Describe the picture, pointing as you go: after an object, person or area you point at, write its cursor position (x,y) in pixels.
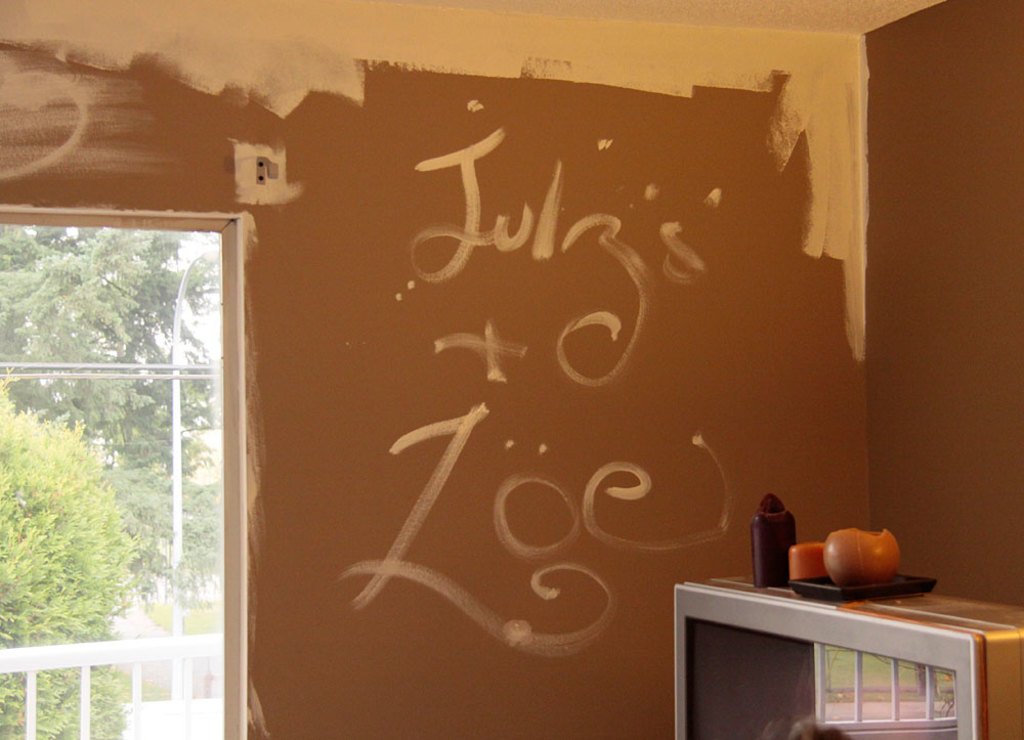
In this image there is an object (821,667) on which there are few more objects (820,565) are placed. In the background (537,320) there is a wall (340,363) with some text (513,486), there is an open door (132,562) through which we can see there is a railing (17,655), trees (42,700) and a pole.
